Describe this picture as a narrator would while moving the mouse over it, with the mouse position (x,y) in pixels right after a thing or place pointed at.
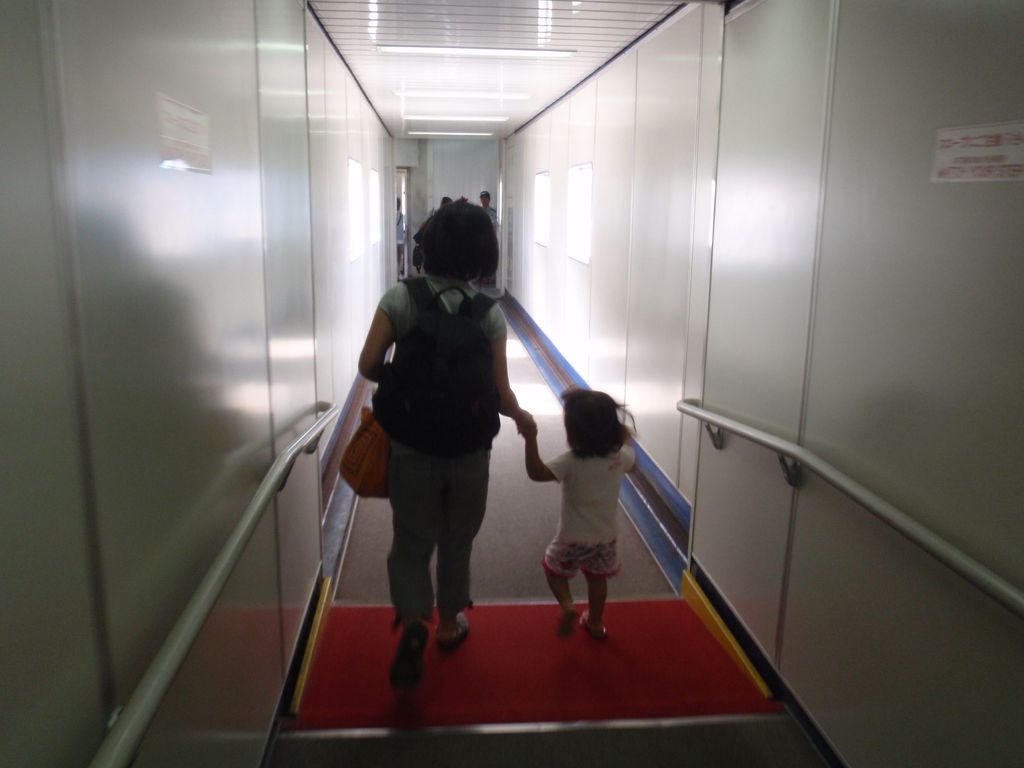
In this picture there is a person (477,242) holding the bag (378,441) and walking and there is a girl (615,432) walking. At the back (419,235) there might be two people (447,200). At the top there are lights (504,50). There are posters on the wall (303,282). In the foreground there are handrails (1005,598). At the bottom (612,709) there is a mat (552,680).
